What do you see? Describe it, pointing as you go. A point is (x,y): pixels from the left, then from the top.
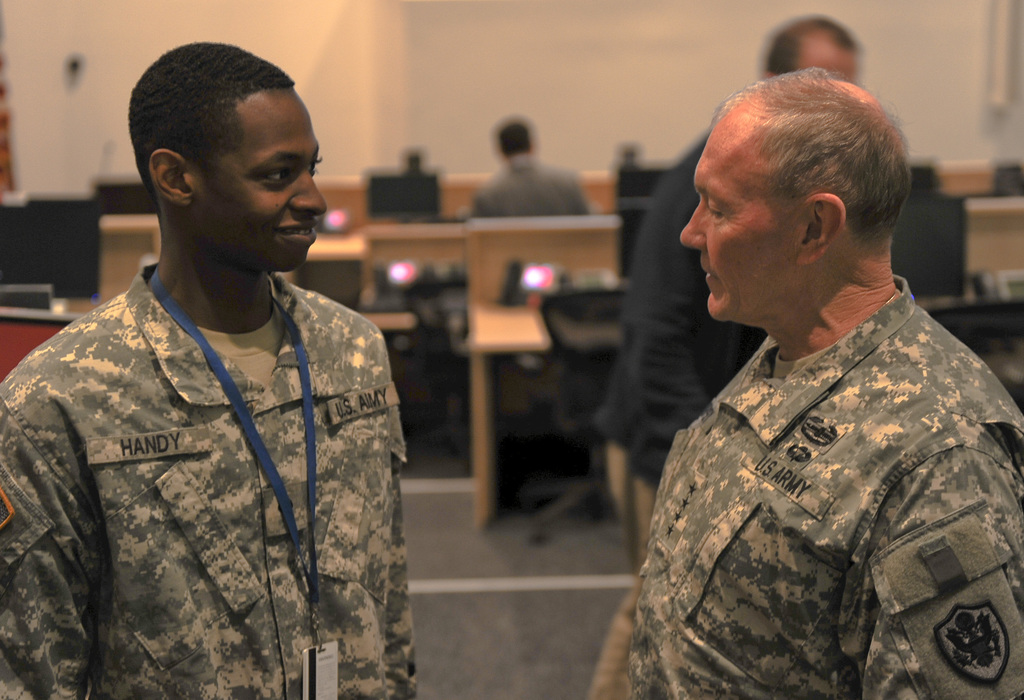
This is the picture of a room (594,403). In the foreground (900,550) there are two persons (273,198) standing. At the back (651,385) there is a person (625,294) standing and there is a person (496,182) sitting. At the back (529,286) there are computers (950,254) and devices (1006,272) on the tables (486,350) and there are chairs (576,348) and there is a wall (419,56).
